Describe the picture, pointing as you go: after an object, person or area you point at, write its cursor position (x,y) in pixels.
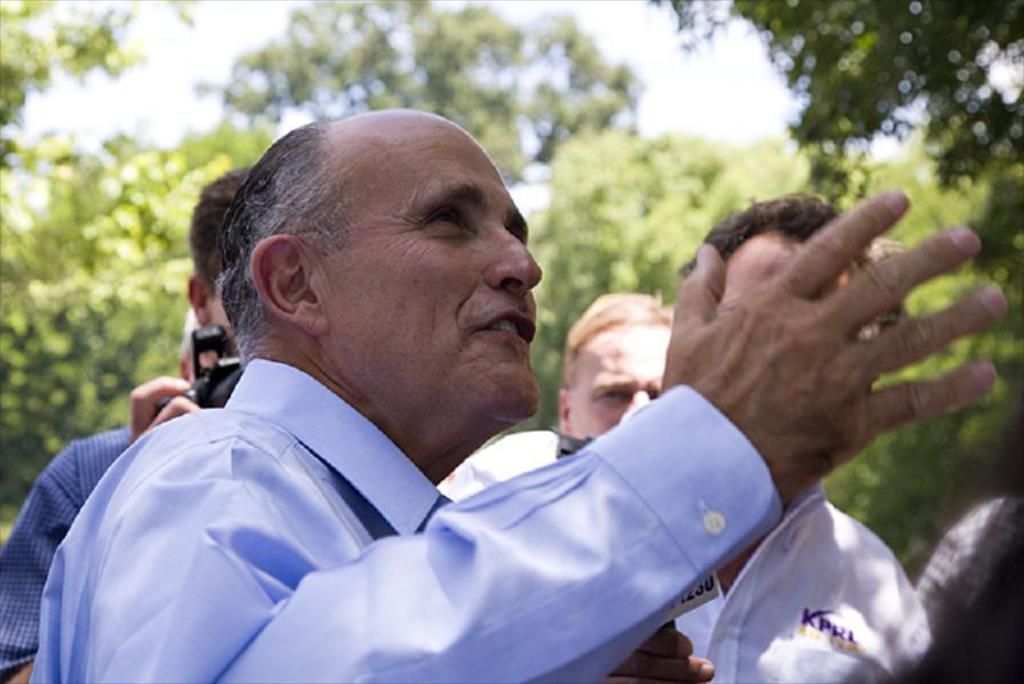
In this image, I can see a group of people (761,494). In the background (22,252), there are trees (70,242) and the sky (1016,89).
